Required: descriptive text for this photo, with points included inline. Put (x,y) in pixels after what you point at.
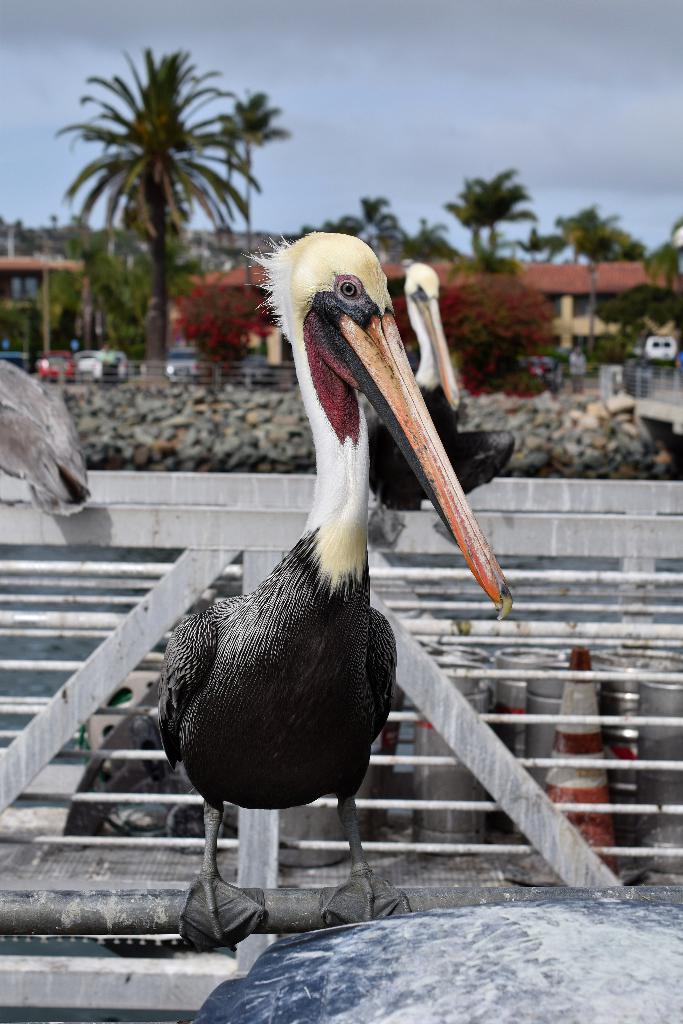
In the foreground of the picture (345,475) there are birds (336,686) on an iron frame (281,487). In the background (262,297) we can see buildings (75,263), trees (180,304), wall (159,436), vehicles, people (104,348) and various other objects (652,378). At the top (296,91) there is sky (416,126).
